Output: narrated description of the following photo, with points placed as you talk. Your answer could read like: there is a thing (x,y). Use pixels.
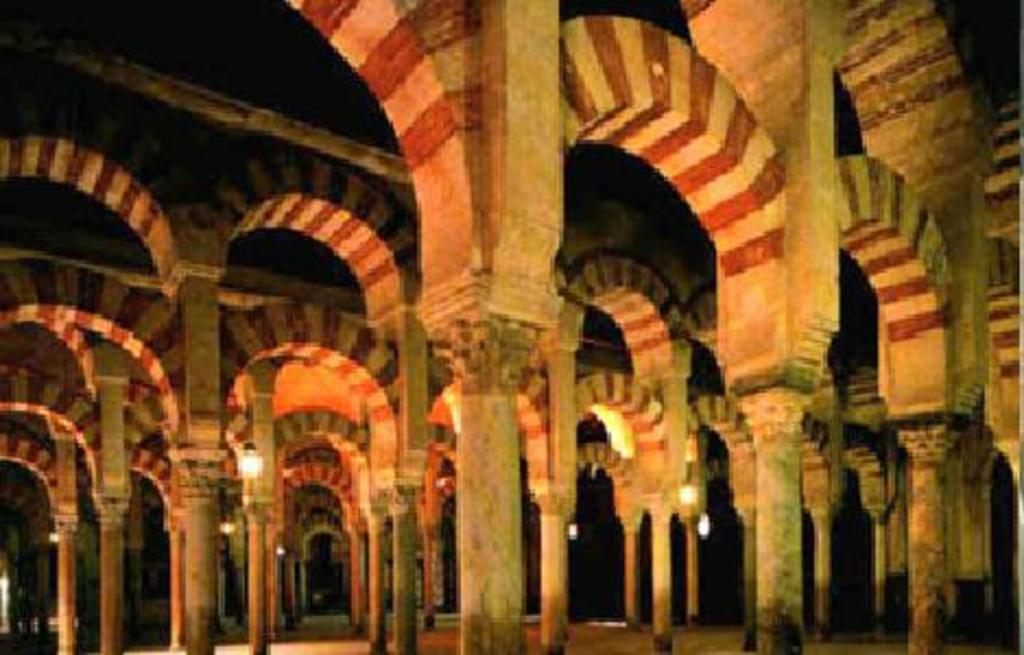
In this image we can see the pillars (542,1), lights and the arch (359,262). At the top (320,82) we can see the roof (223,65).
